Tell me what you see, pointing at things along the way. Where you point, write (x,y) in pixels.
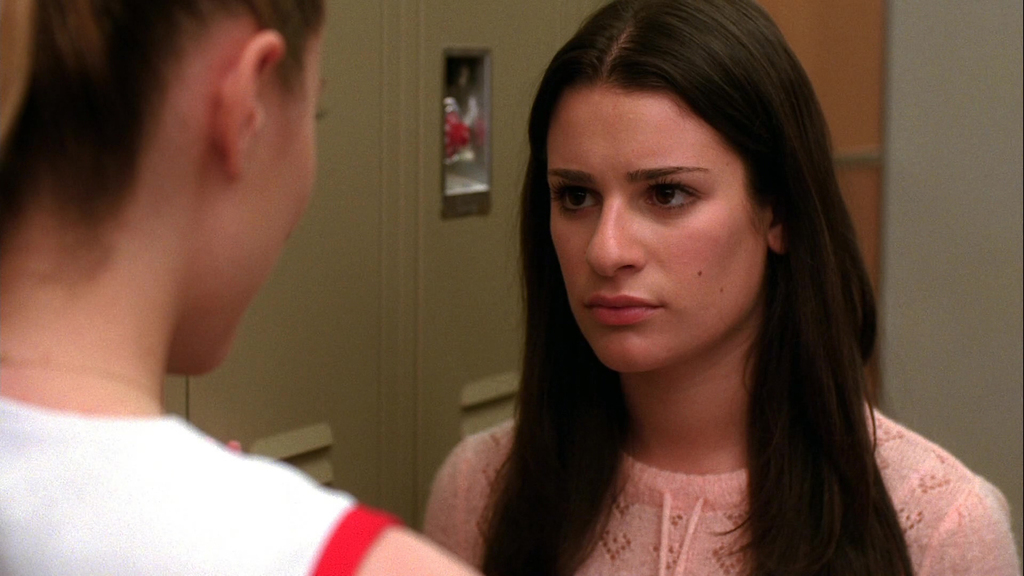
In the foreground of this image (155,314), there are two women (154,302) facing each other. In the background (907,145), there is a wall (907,145) and it seems like a cupboard (374,302).
